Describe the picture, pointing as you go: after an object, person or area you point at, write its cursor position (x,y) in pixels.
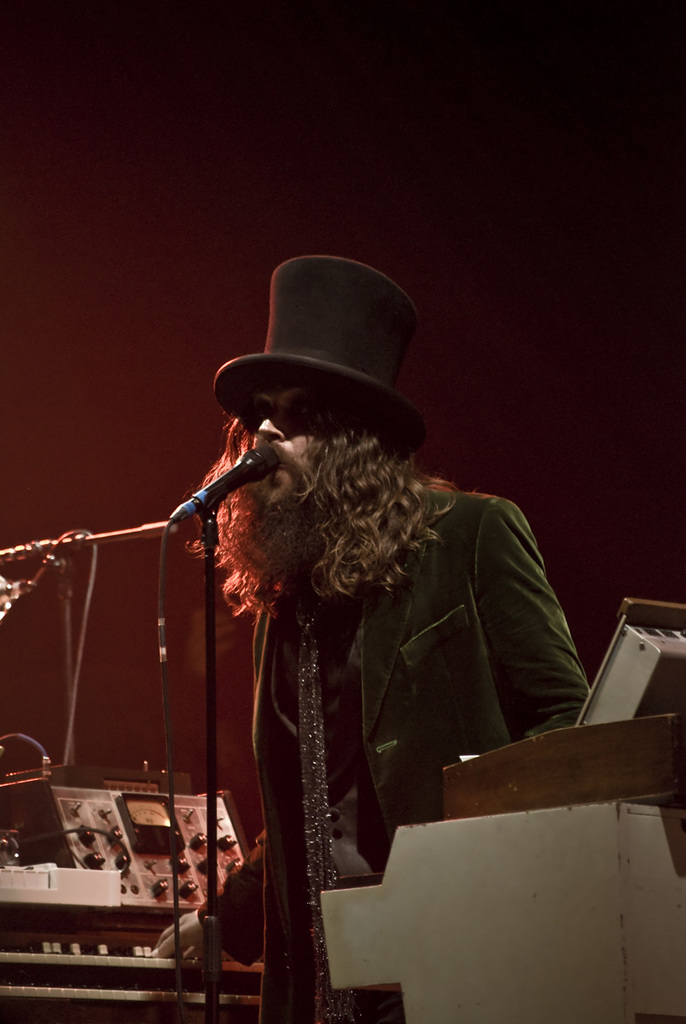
In this image there is a person (299,656) standing and singing in microphone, around him there are some musical instruments (557,996).
